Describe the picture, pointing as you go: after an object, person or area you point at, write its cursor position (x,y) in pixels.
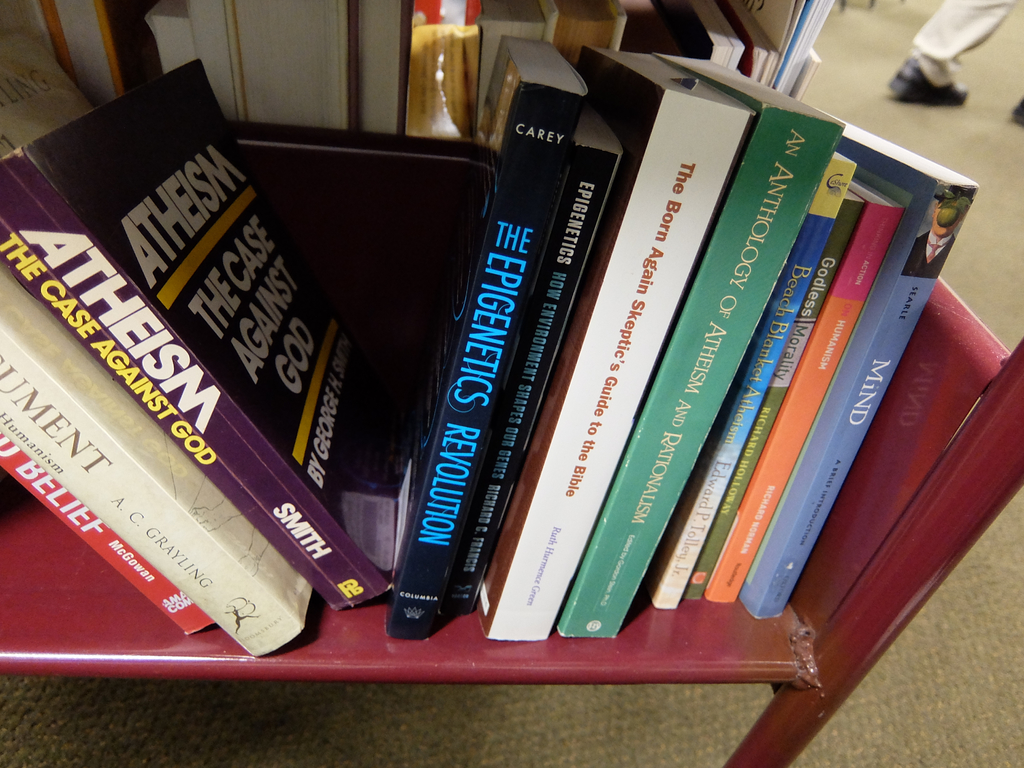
In the image we can see a bookshelf (570,57). In the top right corner of the image (906,98) we can see some legs (896,86).
